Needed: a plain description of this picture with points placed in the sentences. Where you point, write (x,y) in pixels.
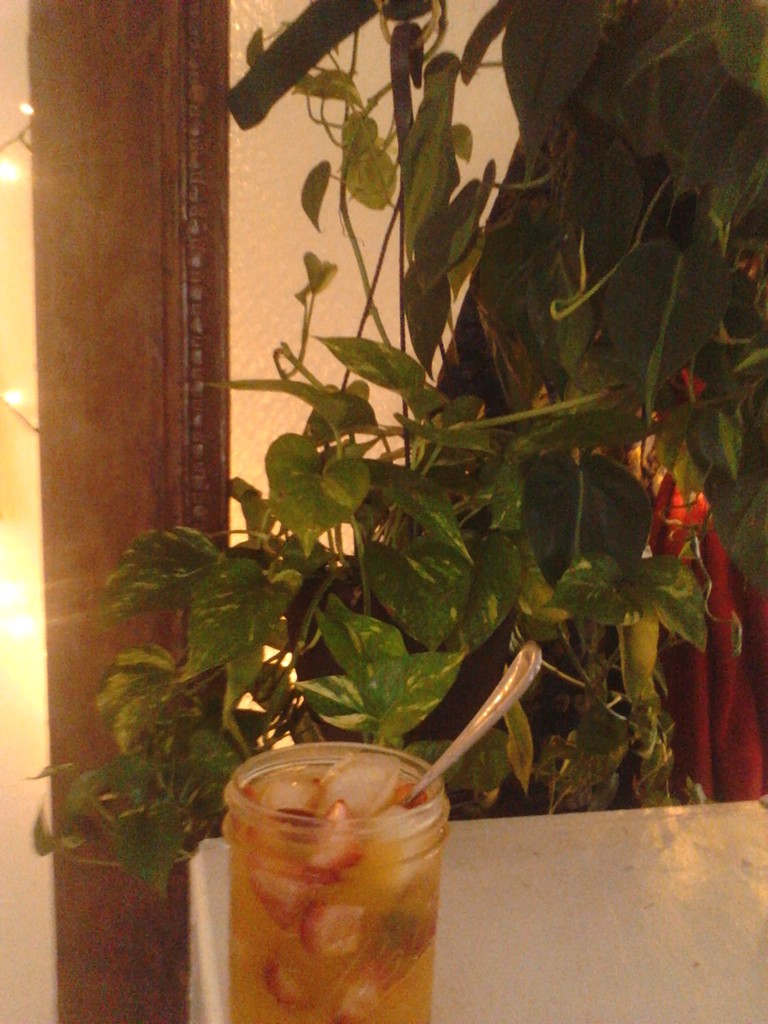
In this picture we can see a small storage container (315,837) and a spoon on a white surface (541,969). There is a plant (397,492) on the right side (517,479). We can see some lights (0,624) on the left side (15,167). A wall (9,157) and a wooden object (67,541) is visible in the background (185,163).
